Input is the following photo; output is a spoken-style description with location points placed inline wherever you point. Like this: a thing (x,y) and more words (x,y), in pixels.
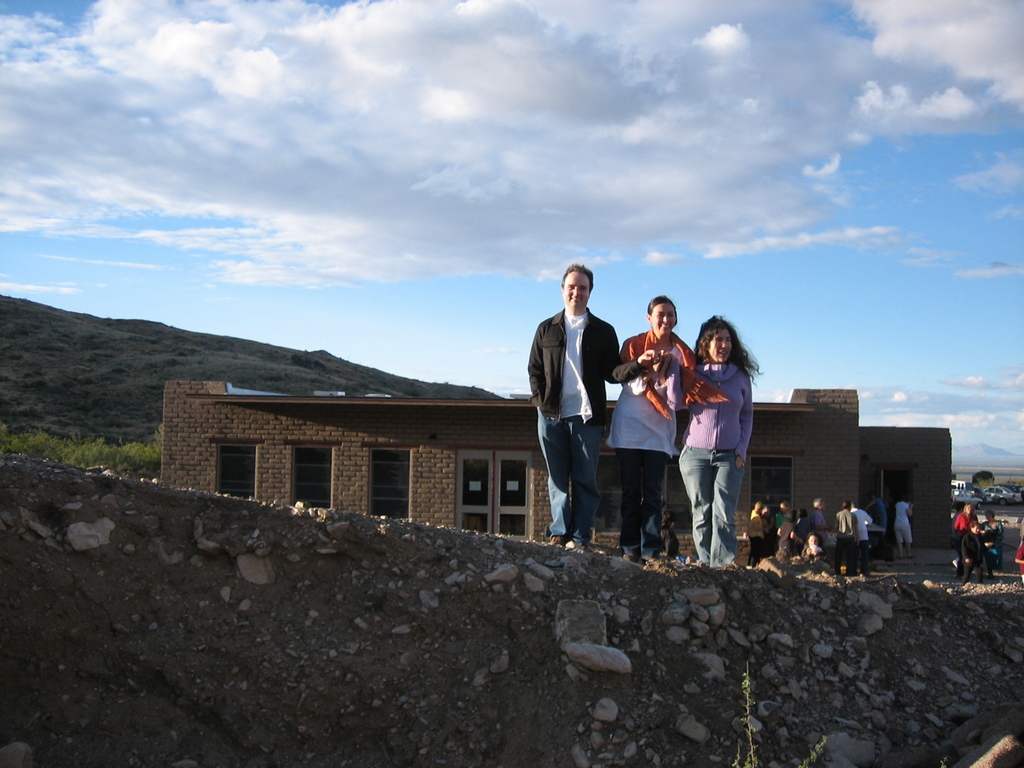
On the right side (717,373), there are three persons (645,370) in different color dresses (730,374), standing and smiling on the hill (893,621) on which, there are stones (980,723). In the background (913,464), there are persons (955,541), there are buildings (219,430), there is a mountain (232,349) and there are clouds (235,11) in the blue sky (763,282).
